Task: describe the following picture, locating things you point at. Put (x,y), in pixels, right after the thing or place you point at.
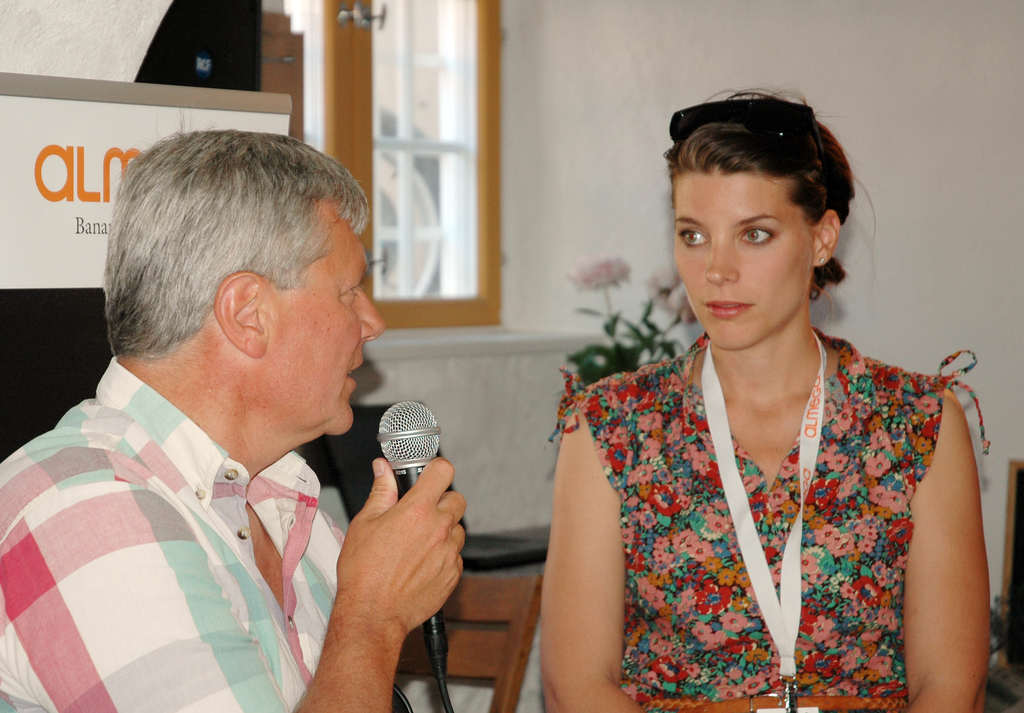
In this picture there is a man (196,556) and a woman (646,571). A man (378,466) is holding a microphone (421,461) in his hand (378,466). Behind him there is a board (60,196) with text (76,181) on it. The woman (653,506) is wearing a tag (783,640) around her neck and sunglasses (772,124) on her head (777,178). Behind them there is a chair (506,642). In the background (522,500) there is wall (570,186), window (449,185) and house plant (614,350).
